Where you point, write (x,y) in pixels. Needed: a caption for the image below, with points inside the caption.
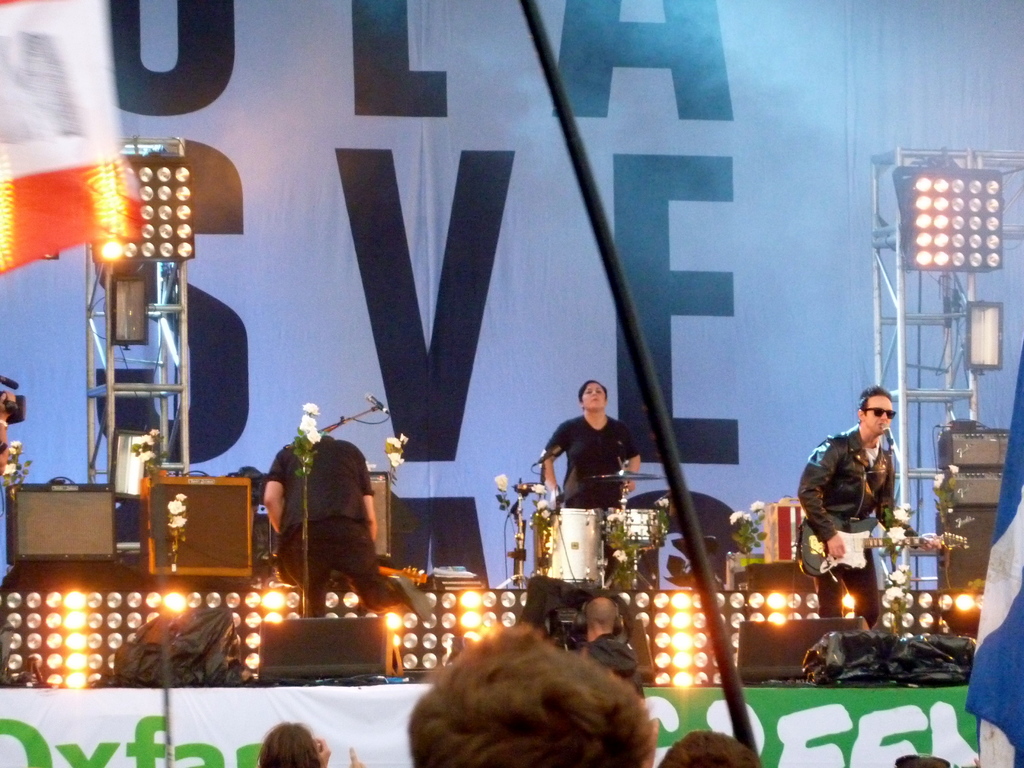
In this image i can see few people (550,485) standing and holding a musical instruments (560,518) in their hand (932,536). In the background (492,252) i can see a huge banner (364,218), lights (166,197) and a stage (319,675).
